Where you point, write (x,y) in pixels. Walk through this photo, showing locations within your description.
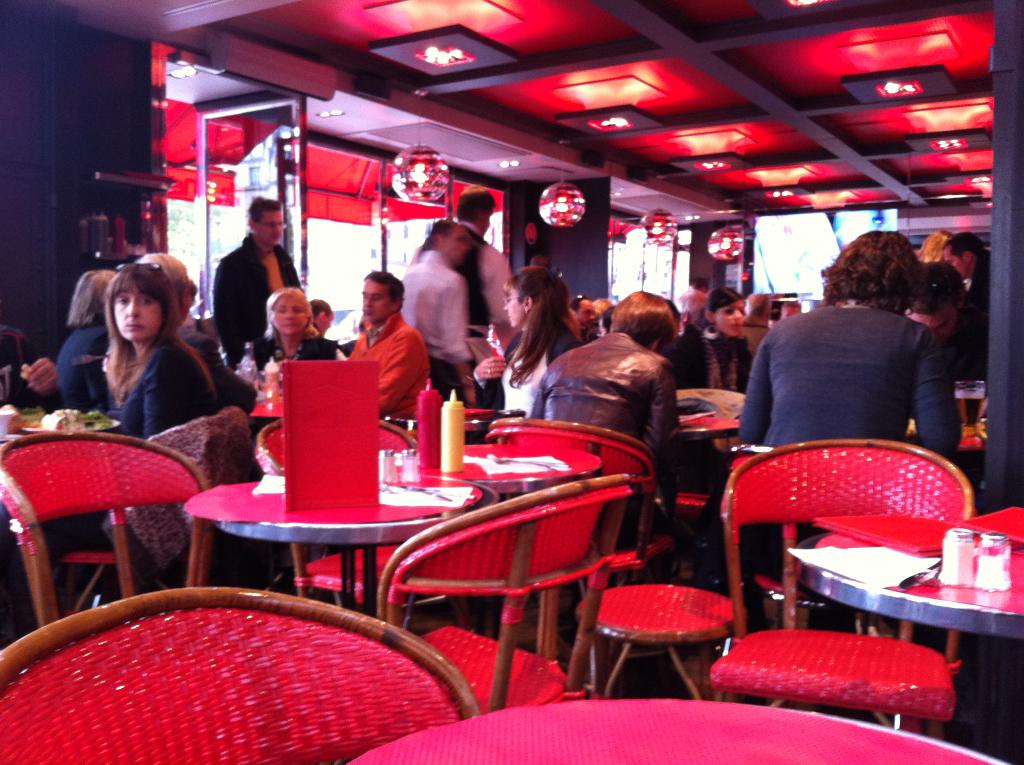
In this image I can see few people (506,370) are sitting on the chairs (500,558) and few are standing. I can see few chairs (518,505), tables (340,521), lights (443,188) and the wall (132,117). I can see few objects (327,398) on the tables (356,528).
